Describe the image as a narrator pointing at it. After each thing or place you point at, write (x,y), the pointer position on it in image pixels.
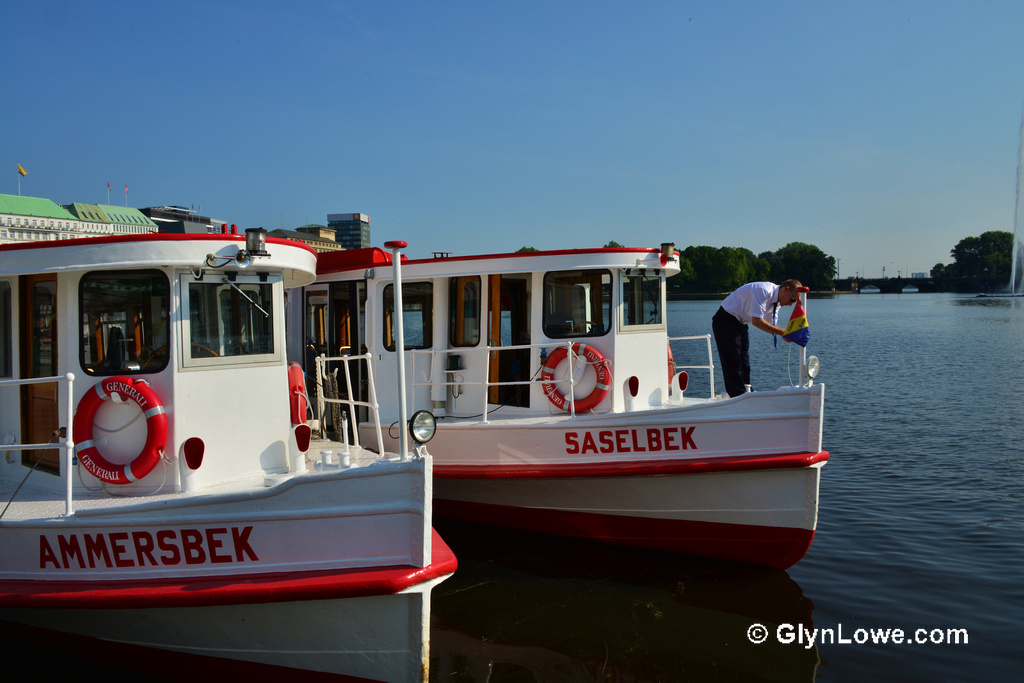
Here we can see two boats (297,532) on the water (563,610) and there are poles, fences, lights (424,430), swimming rings (140,464) and a person (758,305) is standing in the boat (547,382) and a flag (794,328). In the background (704,278) there are trees (735,271), bridge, poles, buildings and sky (430,107).
